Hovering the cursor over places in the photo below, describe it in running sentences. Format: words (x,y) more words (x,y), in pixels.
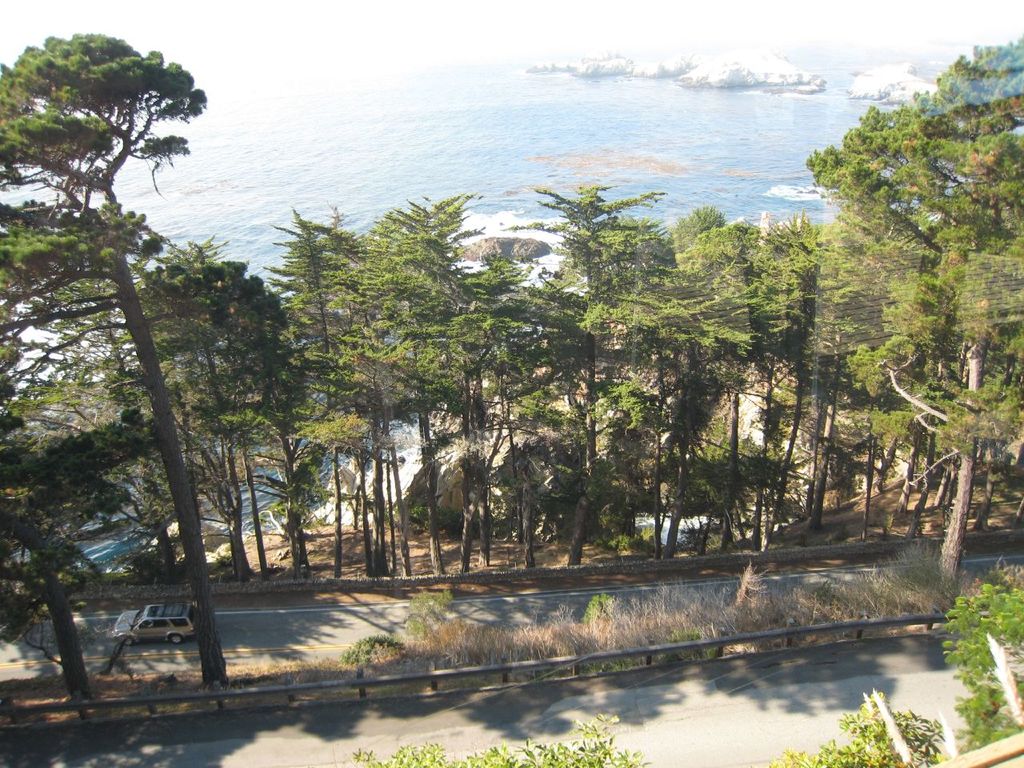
In this image there is a vehicle (135,630) moving on the road (542,689). On the left (231,487) and right side of the road (435,705) there are trees (212,495), in the middle of the road (439,732) there is a railing (4,711) and grass (773,596). In the background (536,136) there is an ocean (536,136).
